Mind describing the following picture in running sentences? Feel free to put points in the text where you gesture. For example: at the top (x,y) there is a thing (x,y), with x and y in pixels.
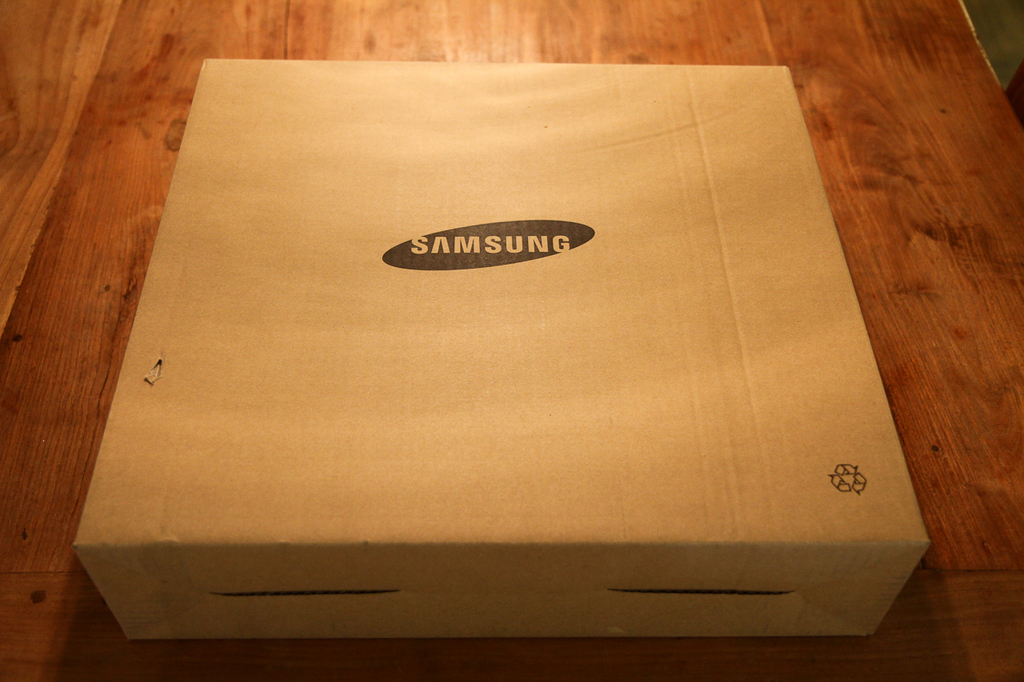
There is one box (246,279) present on a wooden surface (404,26) as we can see in the middle of this image (528,244), and we can see a logo (402,245) on a box (445,243).
